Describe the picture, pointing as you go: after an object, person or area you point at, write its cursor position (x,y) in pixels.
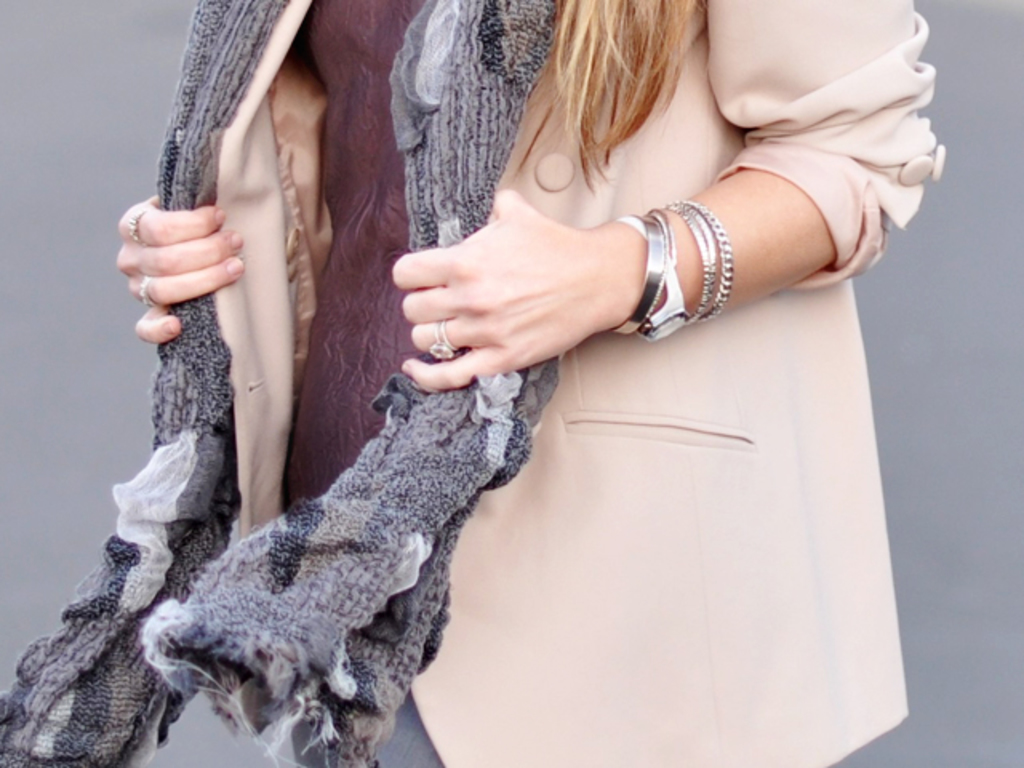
In this image we can see a lady (488,245) wearing watch (672,290), bangles (708,287) and rings (444,344). And she is wearing a shawl (214,140). In the back (96,108) there is a wall (887,484).
